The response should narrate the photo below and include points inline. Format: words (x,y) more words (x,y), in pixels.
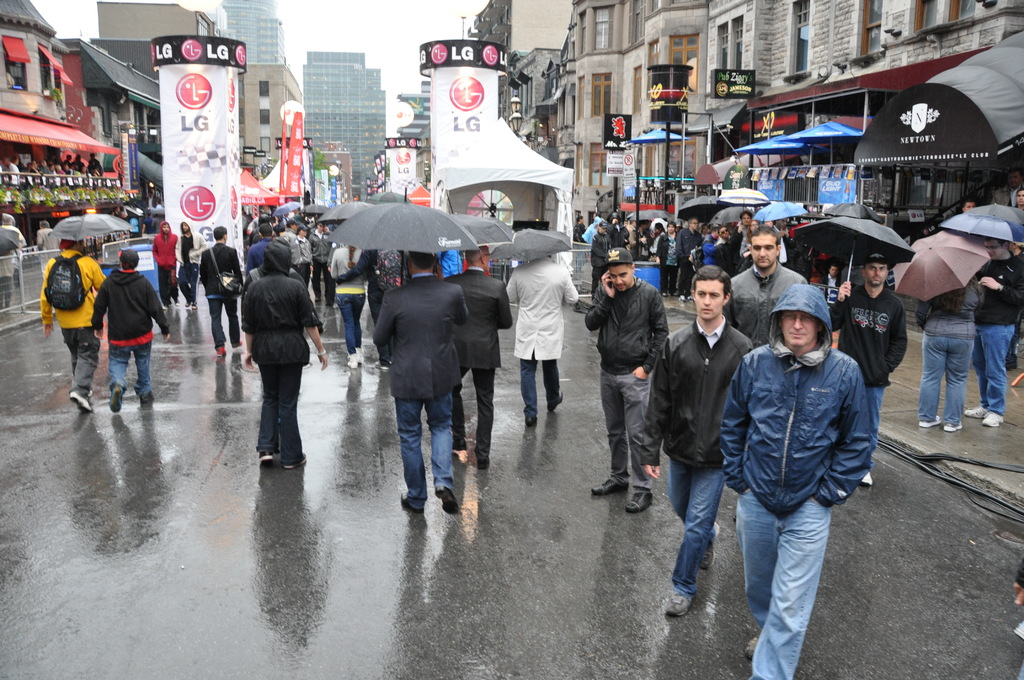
In this picture I can see few buildings (633,72) and few people (670,387) walking and few are holding umbrellas (493,229) in their hands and I can see few people (795,270) standing and I can see advertisement hoardings (224,60) and a cloudy sky (370,41).
